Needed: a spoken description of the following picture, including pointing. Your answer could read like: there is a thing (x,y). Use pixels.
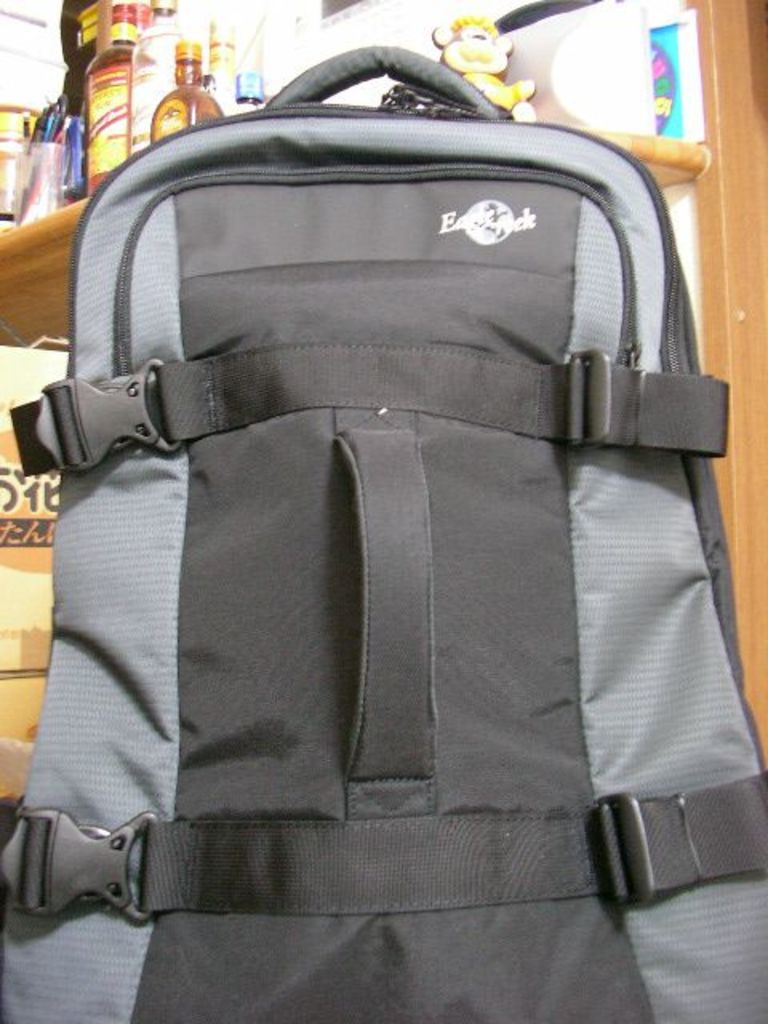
This is a picture of a backpack (612,178) and behind it there is a shelf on which there are some things (106,103) like a bottle (117,103) and a toy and the backpack (450,229) is black and ash in color.
